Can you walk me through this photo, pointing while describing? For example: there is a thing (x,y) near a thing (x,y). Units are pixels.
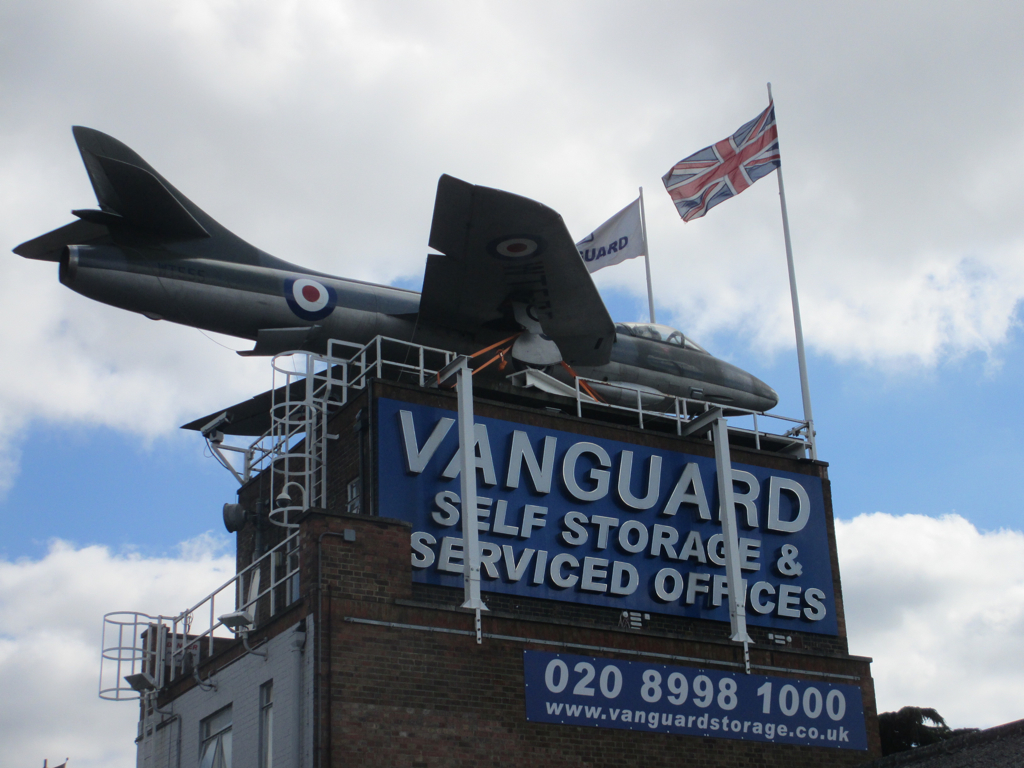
In the picture we can see an aircraft (703,367) on the building (252,498) and mentioned on the building wall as vanguard self storage and serviced offices and near the aircraft (257,307) we can see two flags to the poles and in the background (918,635) we can see the sky (277,167) with clouds (970,194).
